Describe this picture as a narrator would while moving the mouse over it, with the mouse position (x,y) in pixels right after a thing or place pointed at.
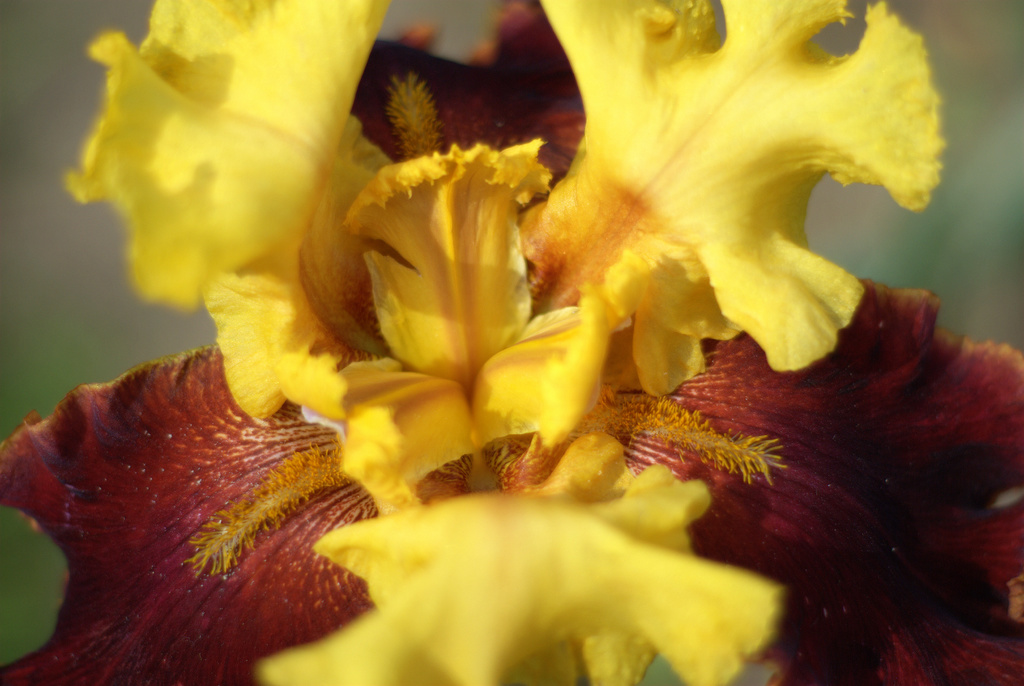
In this image we can see a yellow and a red colored flower (583,345).
